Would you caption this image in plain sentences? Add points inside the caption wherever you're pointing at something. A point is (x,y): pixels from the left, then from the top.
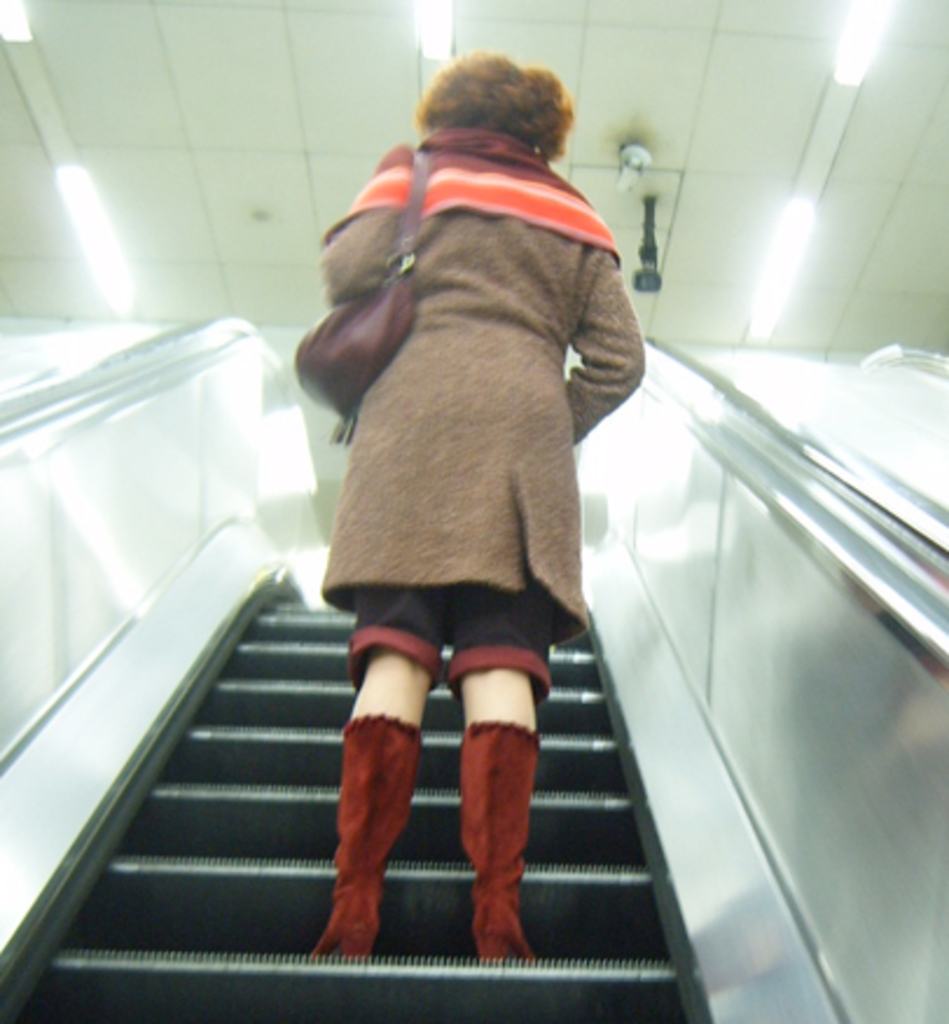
In this picture, we can see a person (597,417) standing on the escalator (581,754) with bag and we can see the roof (919,190) and some lights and objects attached to the roof (572,141).
